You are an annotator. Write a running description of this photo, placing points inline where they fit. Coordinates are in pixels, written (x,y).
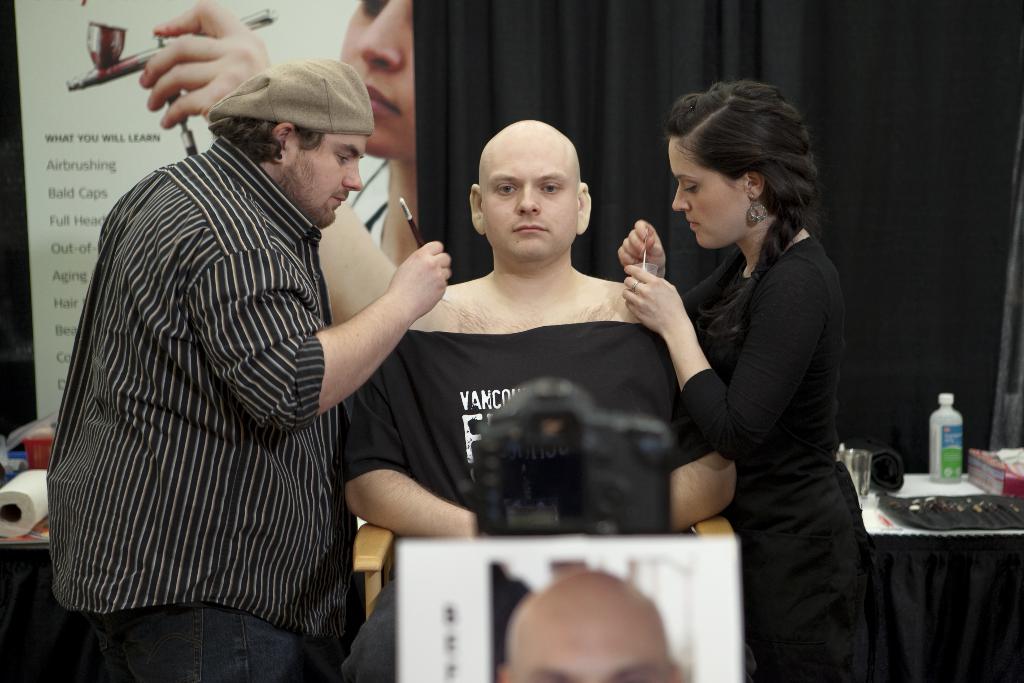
This image is consists of fantasy makeup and there is a flex (399,52) and black color curtain (526,55) in the background area of the image (881,359), there is a desk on the right (895,472) and left side of the image (36,657), on which there are tissues (1015,488).
